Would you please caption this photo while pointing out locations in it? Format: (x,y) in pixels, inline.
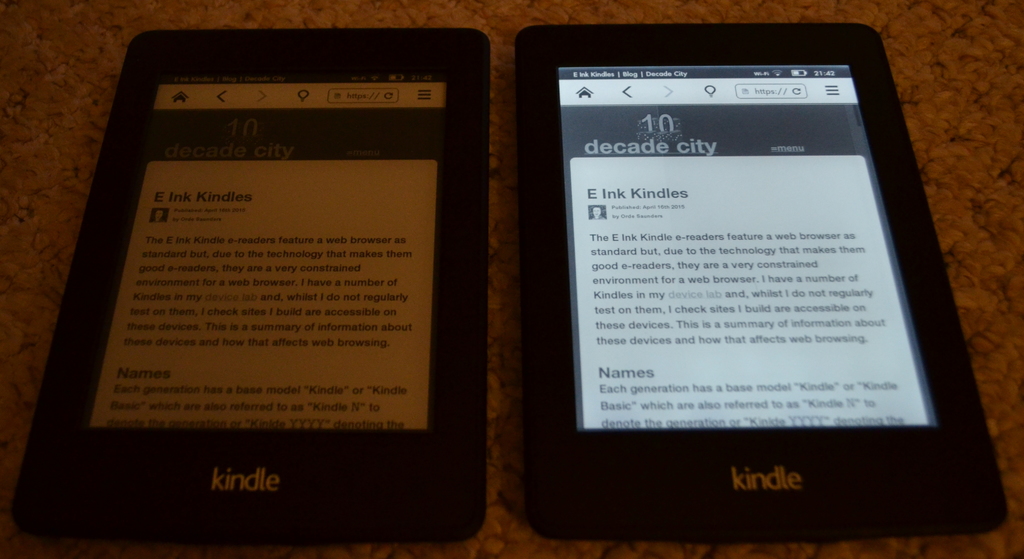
In this image I can see two electronic devices (554,306). These are on the brown color surface (1017,189).
